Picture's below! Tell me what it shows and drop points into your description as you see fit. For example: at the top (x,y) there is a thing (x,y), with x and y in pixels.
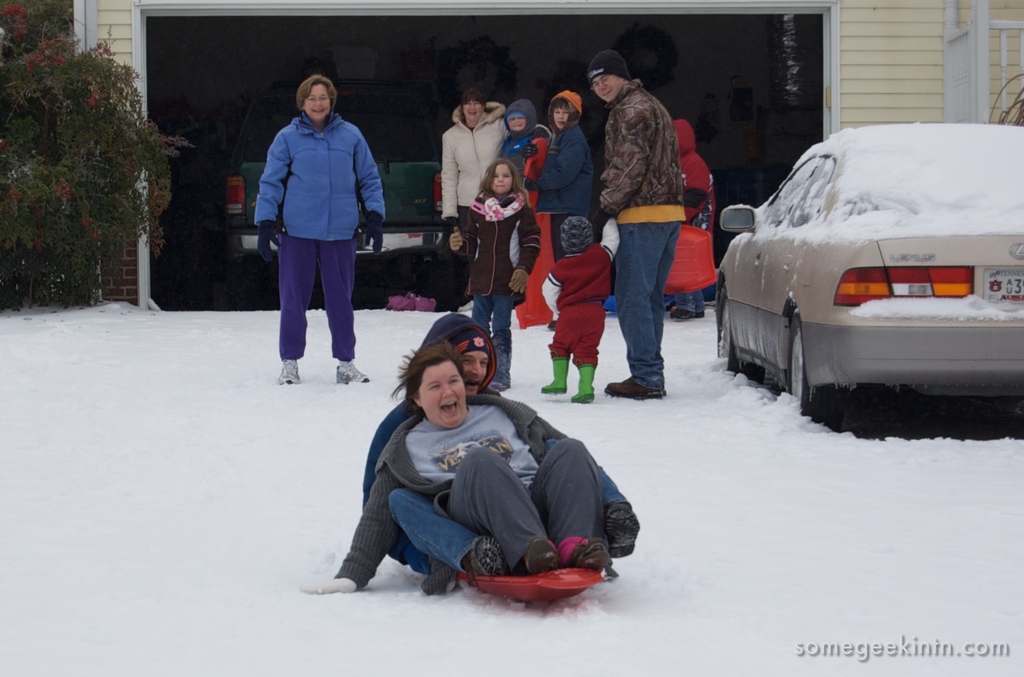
In front of the picture, we see a man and a woman (490,434) are riding the luge (547,579). At the bottom (258,602), we see ice (646,558). Behind them, we see people (488,215) are standing. On the right side (949,246), we see a car (925,241) which is covered with the ice (935,147). On the left side (70,125), we see the trees (62,158). In the background (361,55), we see cars (358,124) parked under the shed (455,68) and beside that, we see a white wall (886,65).
